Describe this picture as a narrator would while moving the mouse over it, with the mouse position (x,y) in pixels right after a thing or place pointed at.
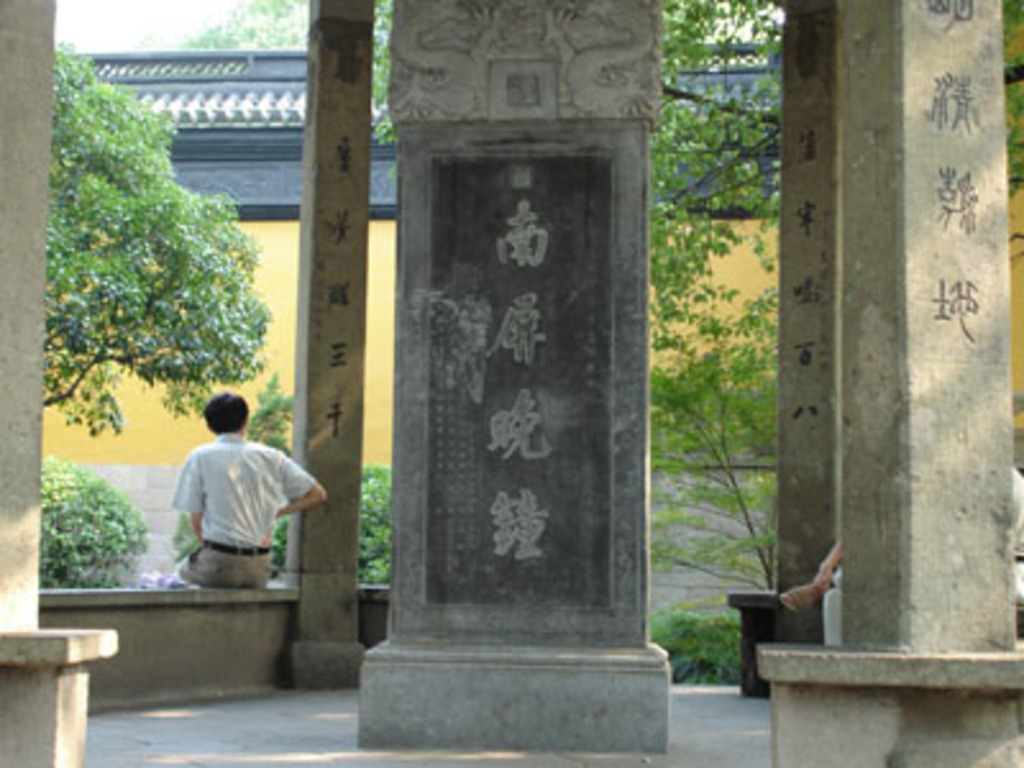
In the picture I can see the pillars (341,491) and there are Chinese characters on the pillars (849,88). There is a man (177,492) on the left side (288,476) is wearing a shirt (293,479). I can see a person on the right side (1020,525), though face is not visible. In the background (382,226), I can see the house (378,148) and trees (107,187).
